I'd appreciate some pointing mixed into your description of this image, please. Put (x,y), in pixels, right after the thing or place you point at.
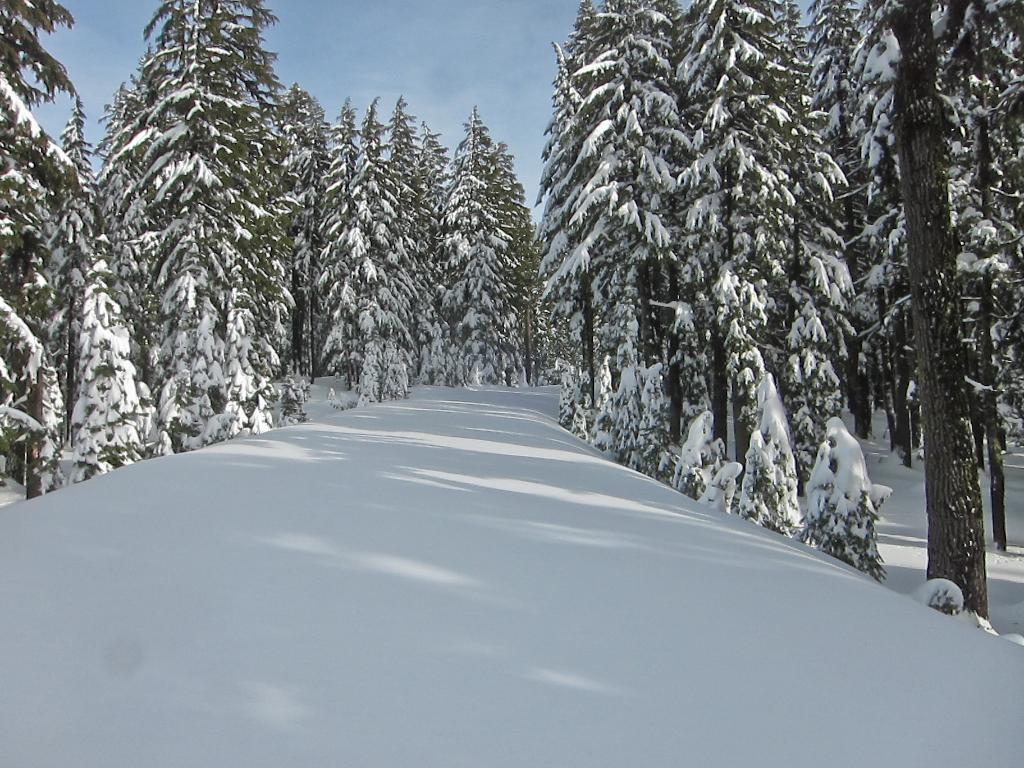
This picture is clicked outside and we can see there is a lot of snow (510,561). In the center (357,260) we can see the trees (357,260) and the plants (412,343). In the background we can see the sky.
